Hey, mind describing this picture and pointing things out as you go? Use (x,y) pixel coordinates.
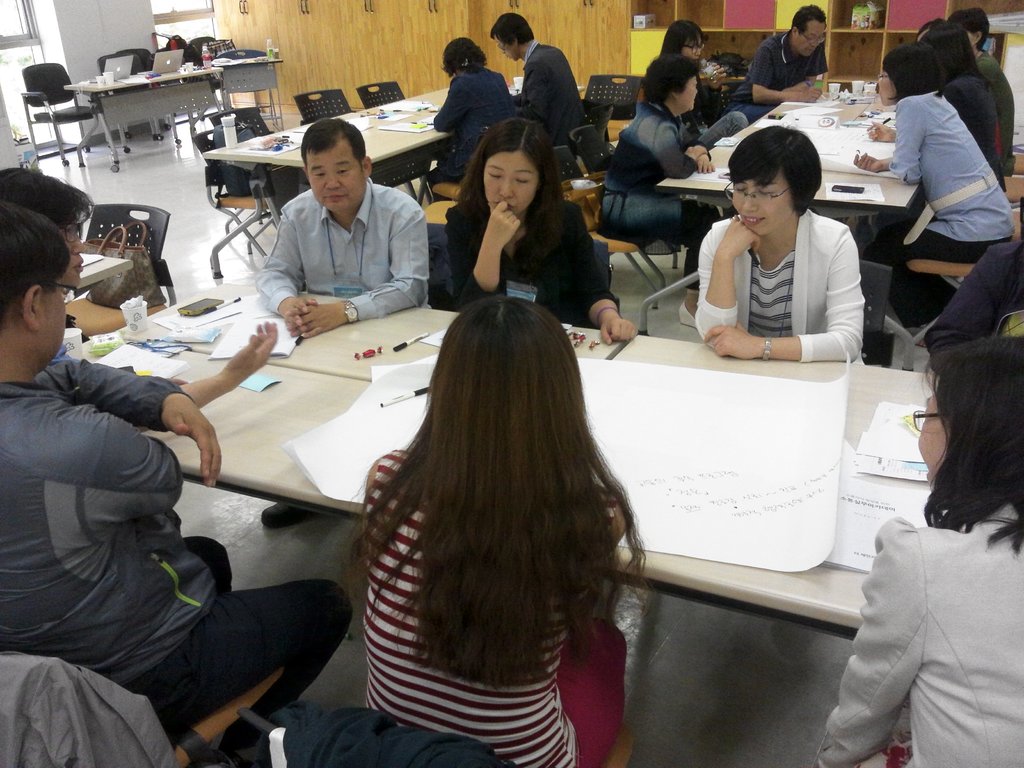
In the center of the image (372,301) there are group of persons (106,552) sitting around the table (235,457). On the table (710,560) there are charts (689,432), pens (416,339), cups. On top right corner (958,218) there are persons (965,243) sitting around the table (743,132). In the background (597,29) there is a wall (86,72), laptops (167,64), chair (63,72), cupboards (697,12) and wall (89,60).
